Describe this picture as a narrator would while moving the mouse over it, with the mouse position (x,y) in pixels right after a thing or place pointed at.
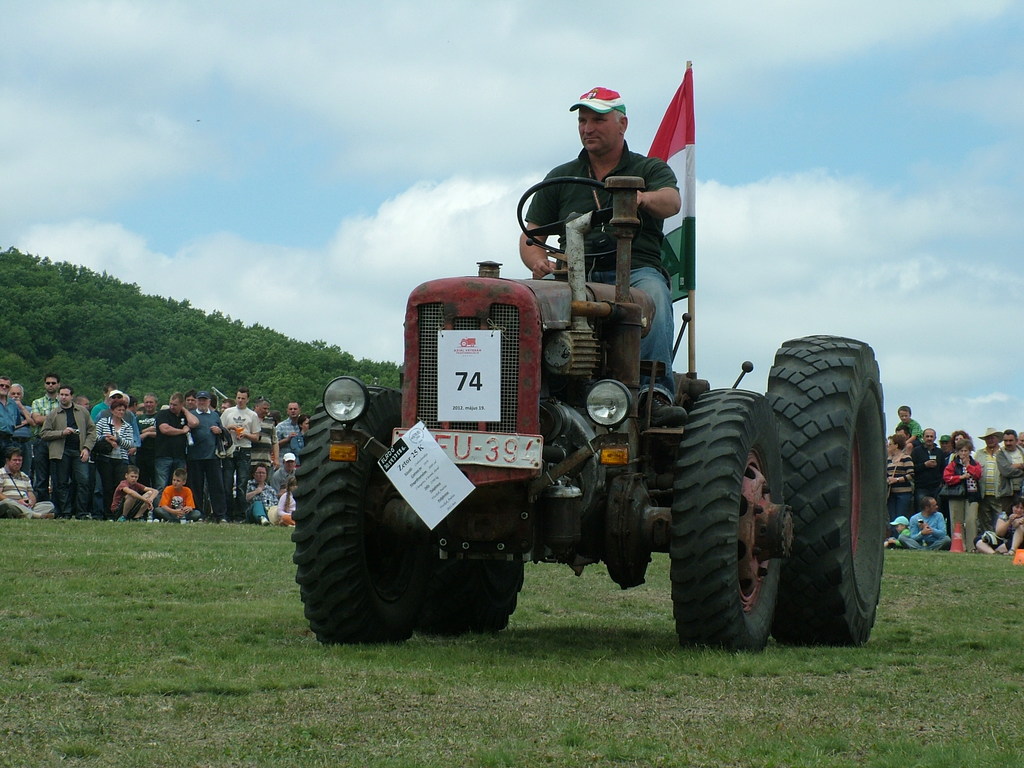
In the given image i can see a person (656,415) driving a vehicle (595,411), flag (683,109), grass (10,717), trees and people (103,482).
